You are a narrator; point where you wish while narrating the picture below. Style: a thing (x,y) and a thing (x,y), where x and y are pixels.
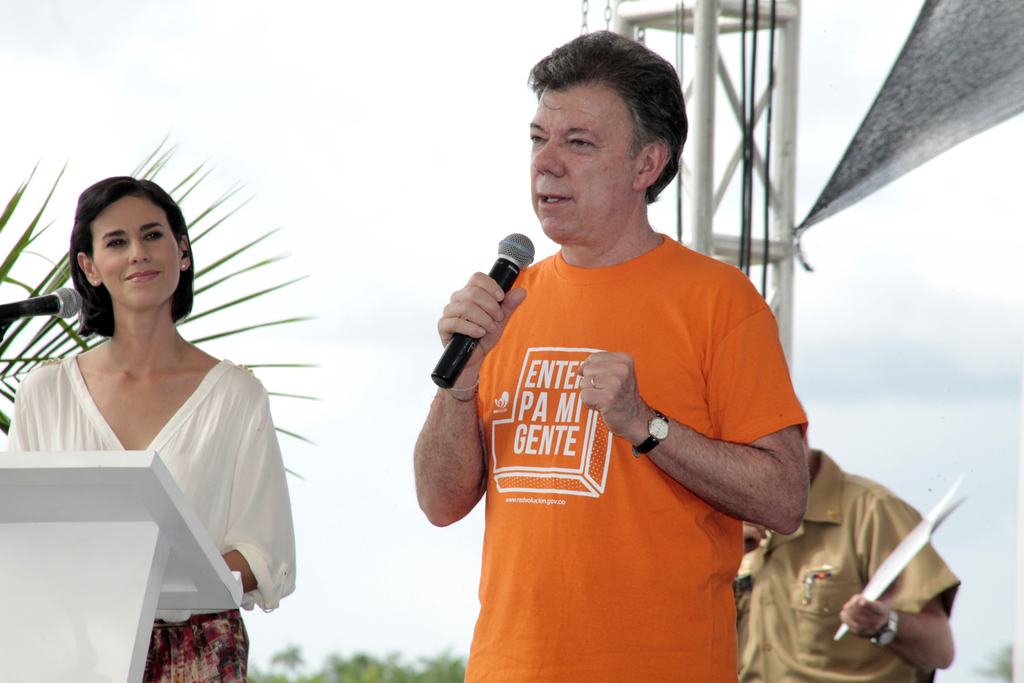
In this picture there are three people (67,393) and one of them is speaking in a microphone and another one is staring at him and smiling.
